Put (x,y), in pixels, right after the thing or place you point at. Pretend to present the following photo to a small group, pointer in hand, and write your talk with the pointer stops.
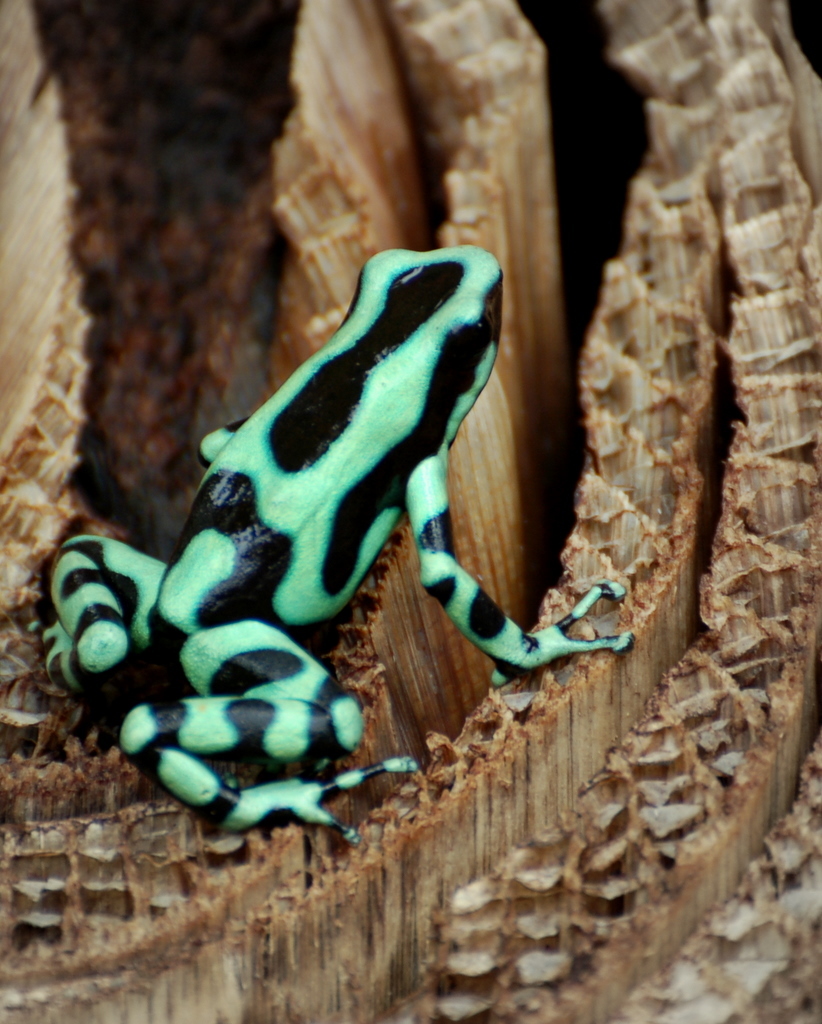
In this picture we can see a frog (248,808) on a wooden object (386,796).
